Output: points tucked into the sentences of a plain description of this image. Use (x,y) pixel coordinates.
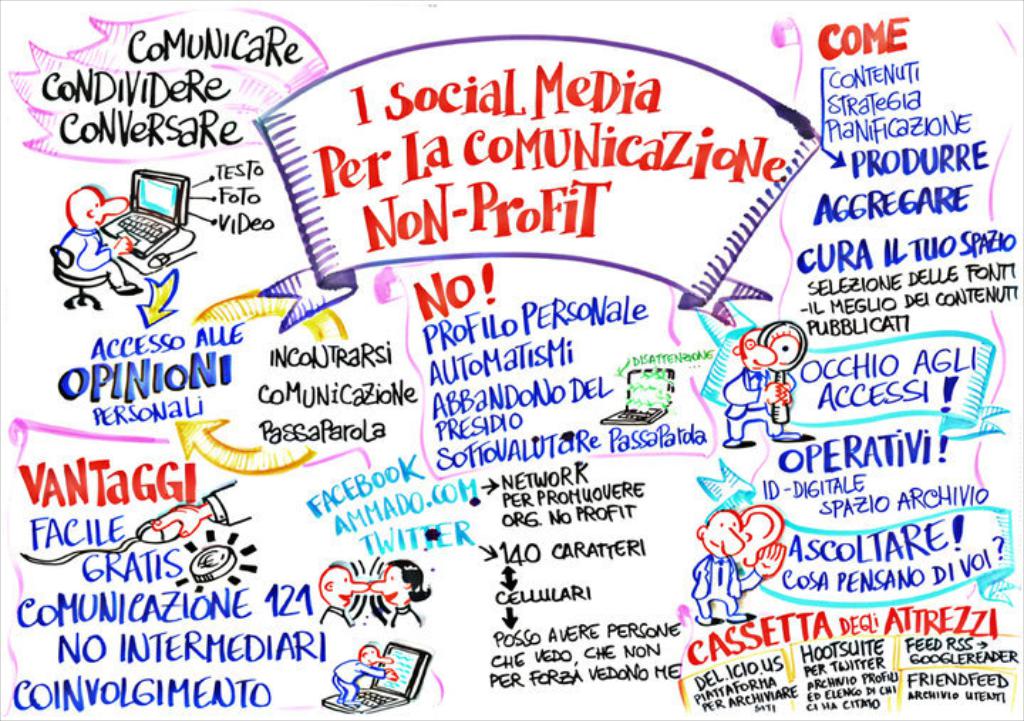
In this image, we can see some text (106,597), few people (339,668) and figures (806,341).
